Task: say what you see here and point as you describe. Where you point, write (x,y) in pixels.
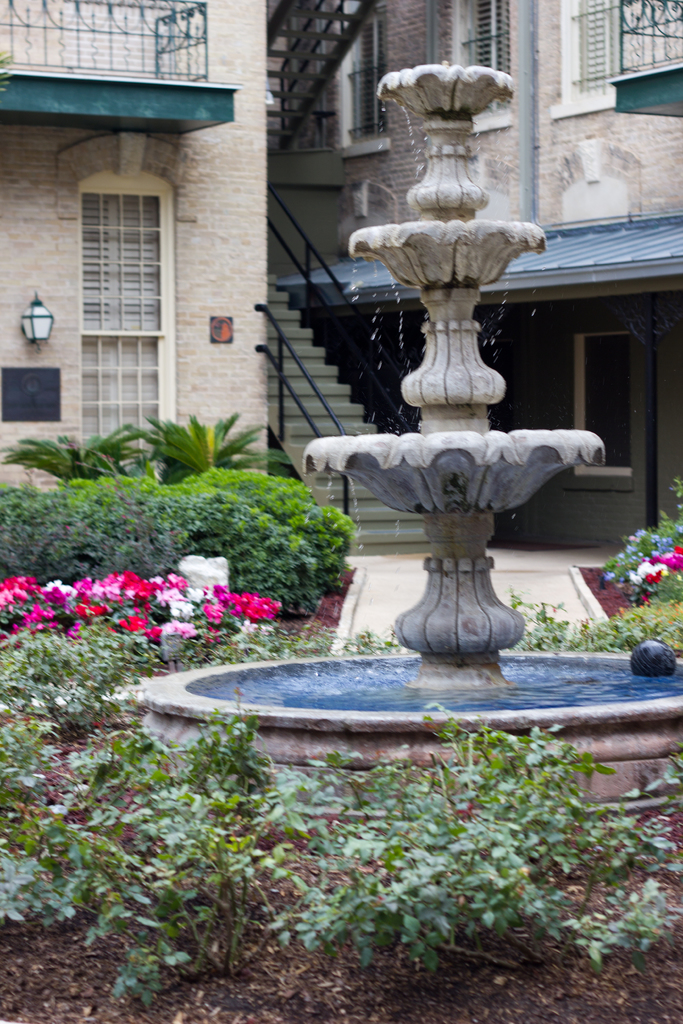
In this image we can see a fountain (478,555). We can also see some plants (236,802) with flowers (211,629). On the backside (346,344) we can see a building (294,369) with windows (118,374), lamp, stairs (326,382) and a roof (566,280).
